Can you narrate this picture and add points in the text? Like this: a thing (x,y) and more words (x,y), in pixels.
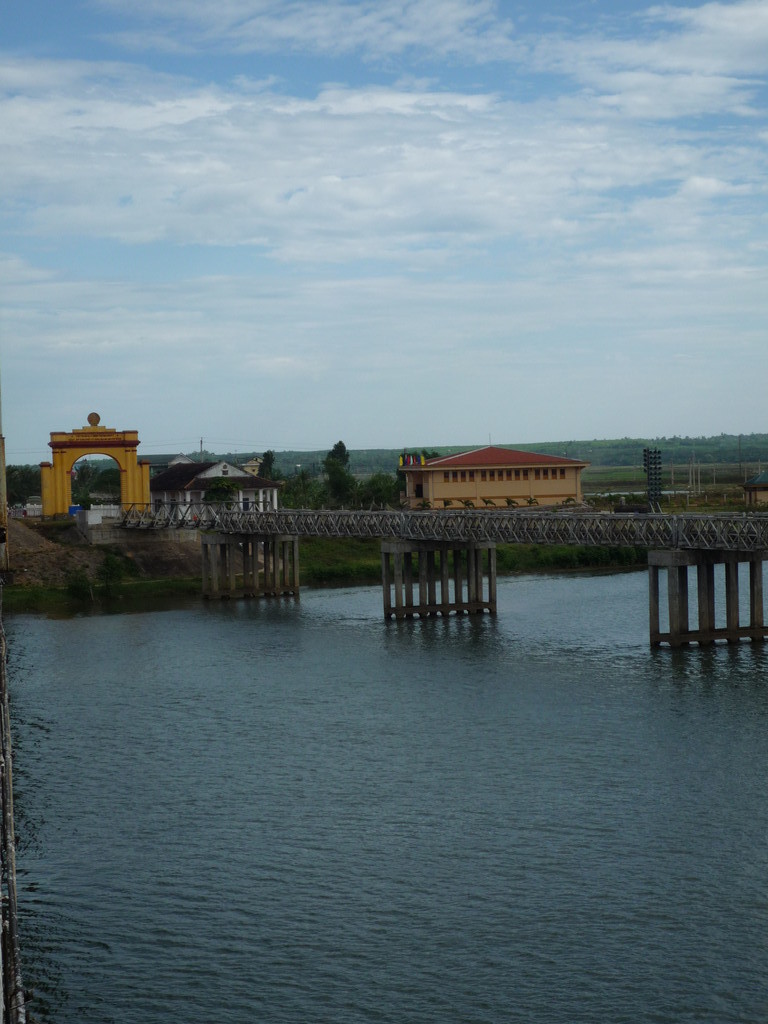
This is a freshwater river (350,720). Above this water river (472,715) there is a bridge (424,526) to travel from one end to another end. Far there is a house (550,492) in cream color, with a roof top (449,464) in red color. These is an arch (68,448) in gold color. Sky (146,447) is cloudy. Far there are number of trees (328,470) in green color.
